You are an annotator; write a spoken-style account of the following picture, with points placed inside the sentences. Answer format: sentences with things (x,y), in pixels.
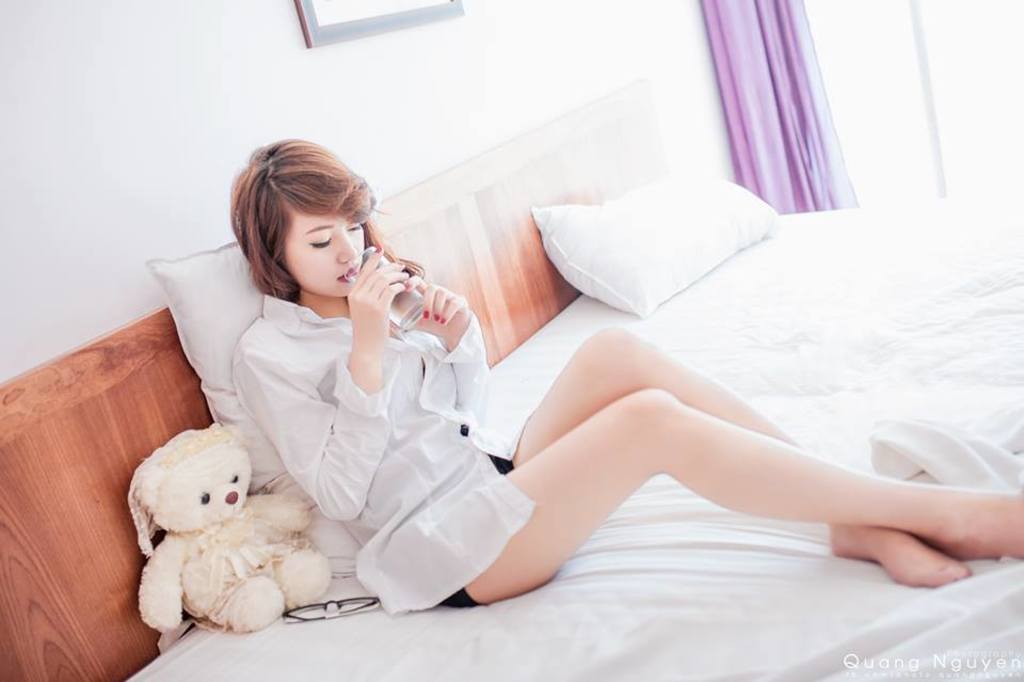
In this picture there is a women (599,357) sitting on the bed (420,616) there is a teddy bear (299,582) beside her also spectacles (298,611), a pillow (564,240), a blanket (879,315) and in the background (140,84) is a wall (130,45) with a photo frame (326,39) with a curtain (795,59).
